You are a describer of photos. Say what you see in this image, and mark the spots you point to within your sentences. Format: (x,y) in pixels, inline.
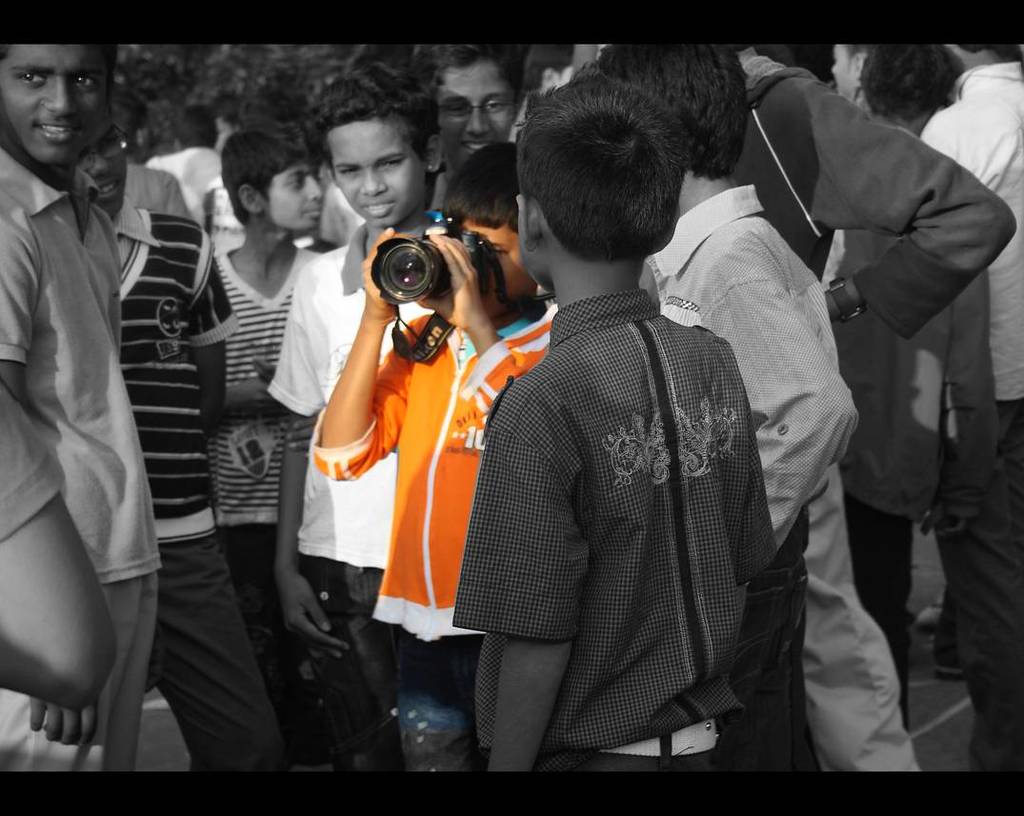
In this picture we can see a group of people (715,287) standing and in middle (490,349) boy (522,320) holding camera (439,232) with his hand (390,305) and taking picture and in background (286,108) we can see trees (238,85).
